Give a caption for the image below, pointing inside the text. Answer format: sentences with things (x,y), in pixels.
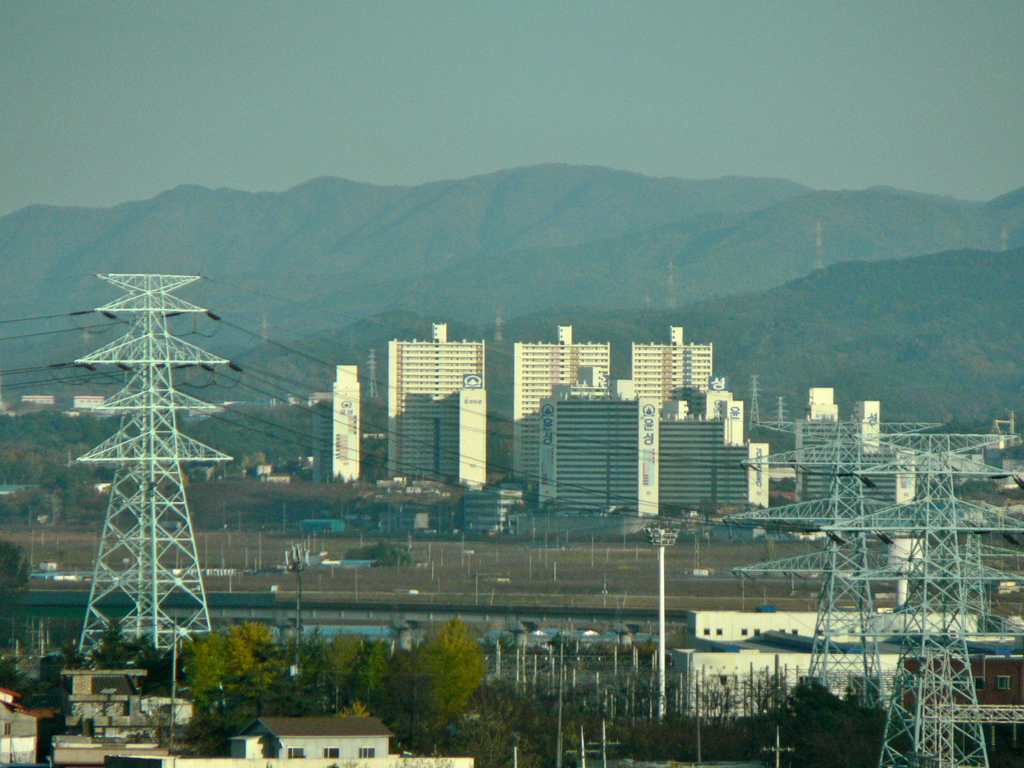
In the foreground of the image (490,698) we can see a group of poles (292,671) and trees (226,667). In the center of the image (578,470) we can see a group of buildings (612,475). In the background (312,271), we can see group of mountains (591,225) and the sky (560,136).
